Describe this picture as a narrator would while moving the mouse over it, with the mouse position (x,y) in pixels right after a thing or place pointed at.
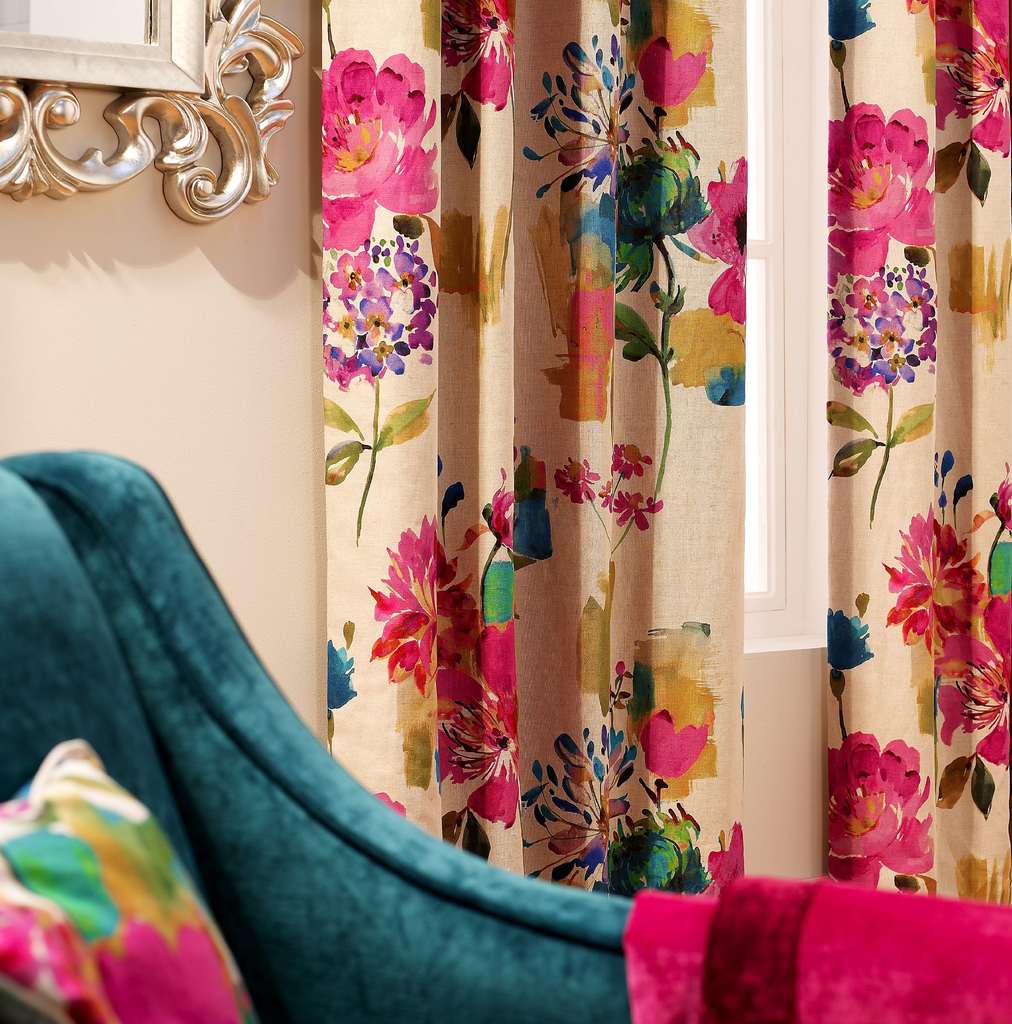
There is a sofa (211,799) with something on that. In the back (337,395) there is a wall (173,395), window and curtains (654,440).
